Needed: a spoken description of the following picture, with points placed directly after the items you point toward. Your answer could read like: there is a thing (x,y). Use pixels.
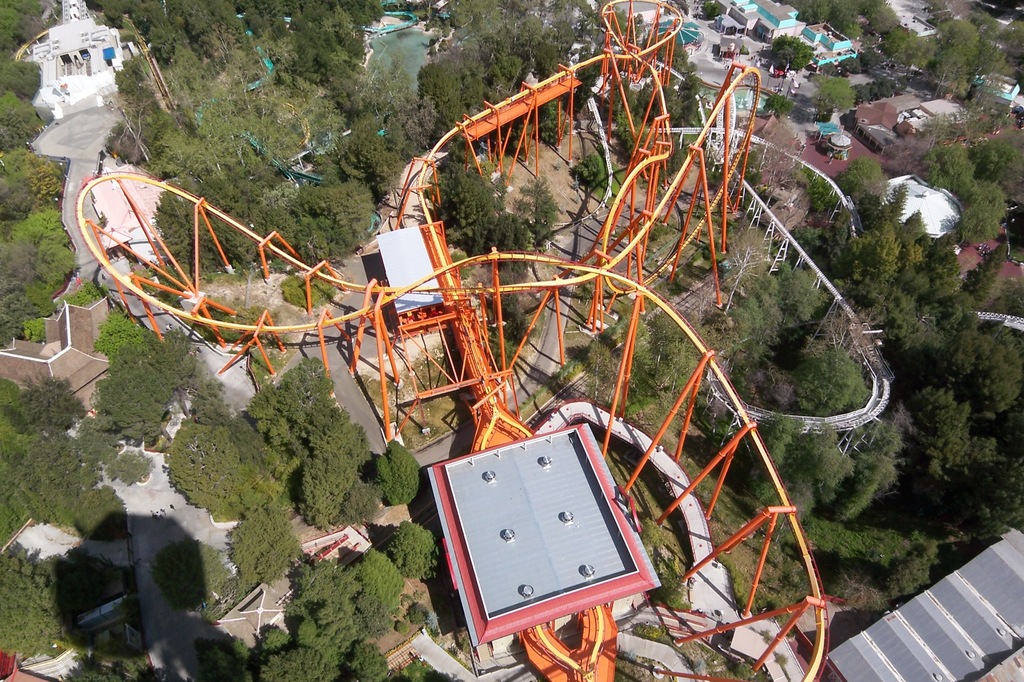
In this image I can see in the middle (637,318) there is the roller coaster (613,278) in orange color and there are trees (476,236) and buildings (759,5) on the right side of an image (773,9).
